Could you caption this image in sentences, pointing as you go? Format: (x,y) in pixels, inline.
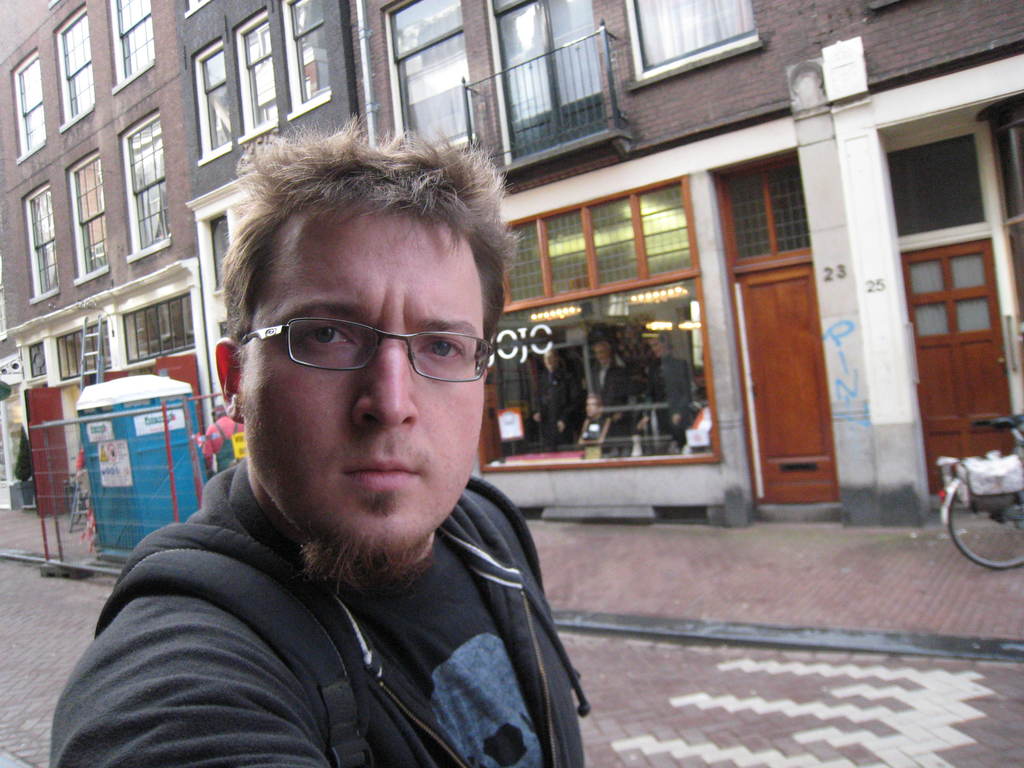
In this image, we can see a person (340,572) is watching and wearing glasses (408,342). Background (103,284) we can see buildings (98,270), walls (677,100), glass windows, railings (499,122), curtains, store (711,356), doors (784,377), box (180,413), mesh (153,428), few people (215,417), ladder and some text (105,472). On the right side of the image (961,492), we can see bicycle (950,483).
